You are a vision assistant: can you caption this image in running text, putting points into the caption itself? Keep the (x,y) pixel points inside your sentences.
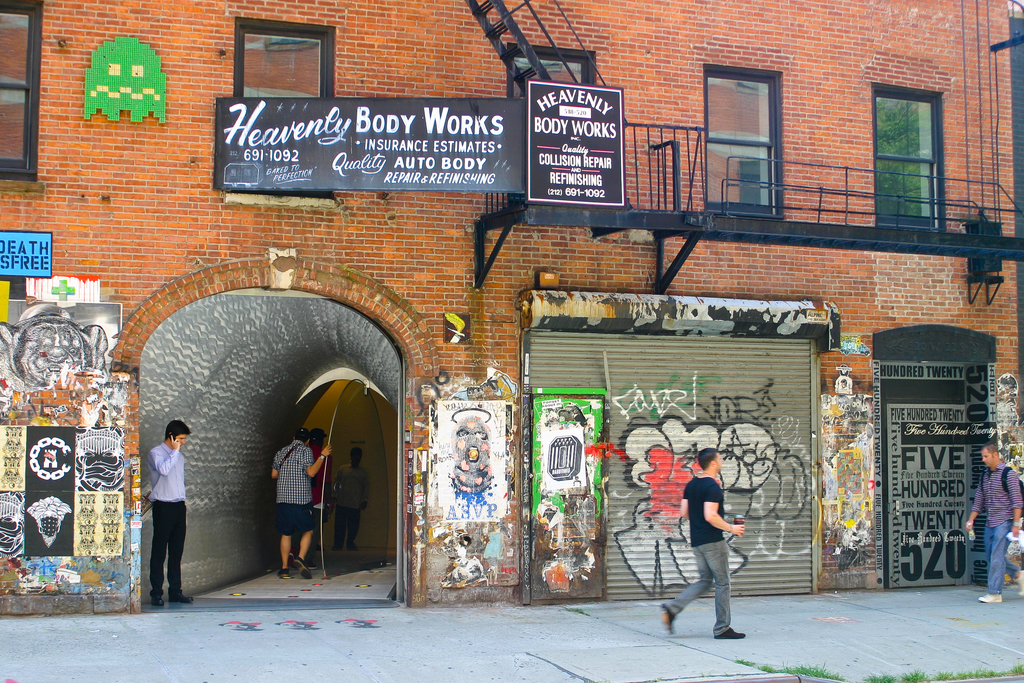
In the picture we can see a building (511,495) with bricks (385,257) and to it we can see some windows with glasses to it and under it we can see a tunnel (334,590) and a door (343,432) inside it and a person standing and talking in mobile phone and outside the building (782,436) we can see a person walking on the path (981,622) and we can see another person (1013,510) is walking near the wall (70,408).
